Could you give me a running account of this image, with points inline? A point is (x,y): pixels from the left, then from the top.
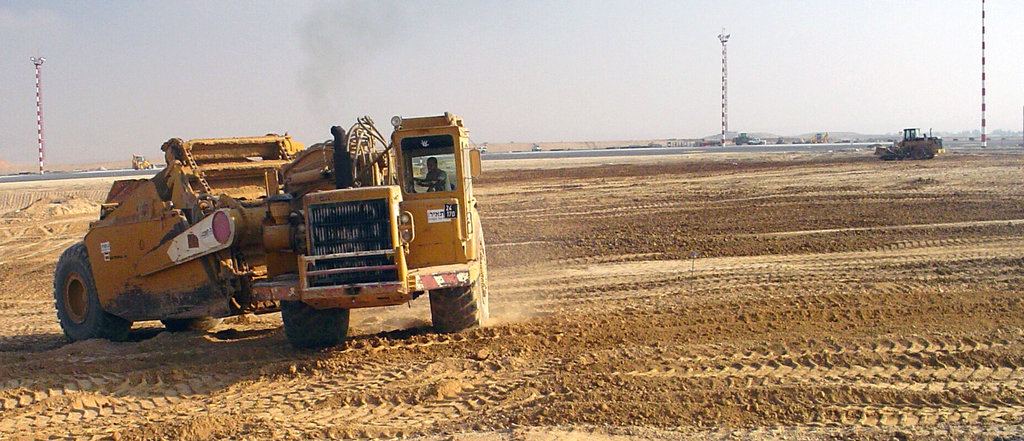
This is an outside view. On the left side (221,220), I can see a bulldozer (342,267) on the ground (303,391). In the background (895,145), I can see two more bulldozers (901,144). One is on the right side (924,147) and another is on the left side (147,159). In the background (701,149) there is a road (717,149) and I can see few other vehicles (758,141) and also I can see few poles (726,77). On the top of the image (459,50) I can see the sky (370,47).
